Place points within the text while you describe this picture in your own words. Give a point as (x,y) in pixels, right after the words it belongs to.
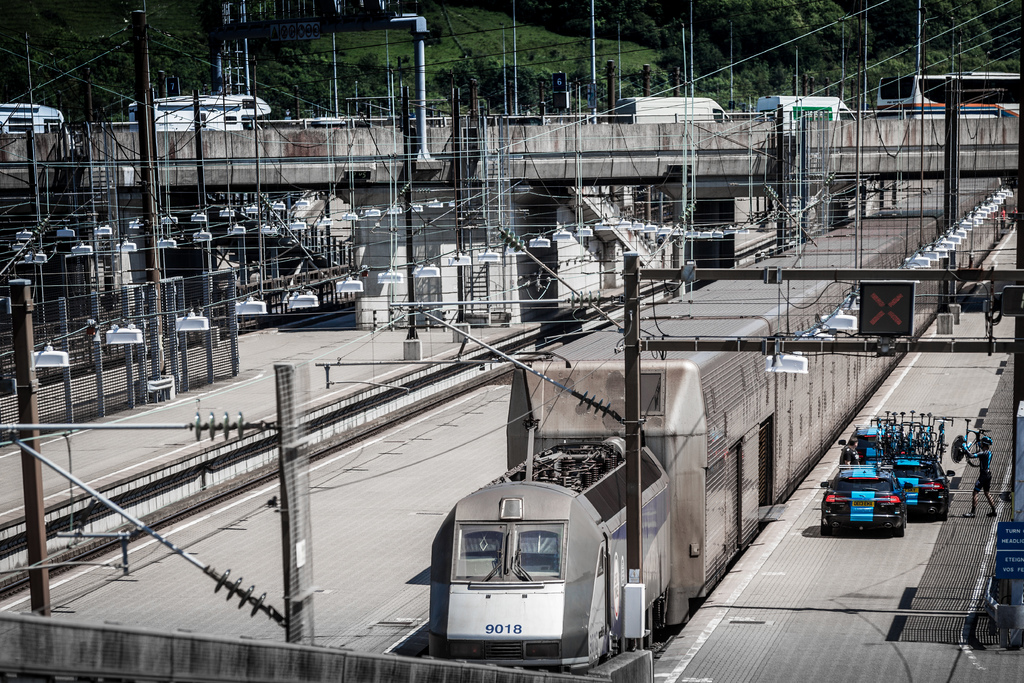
At the bottom (746,545), we see a train (645,495) moving on the railway tracks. On the right side (936,495), we see the cars (866,508) in black and blue color. Beside that, we see a person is standing. On the left side (114,427), we see the electric poles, wires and the transformers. In the middle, we see the vehicles (208,97) are moving on the bridge (709,126). There are trees (302,54), poles (404,90) and the wires (711,76) in the background (654,60).
